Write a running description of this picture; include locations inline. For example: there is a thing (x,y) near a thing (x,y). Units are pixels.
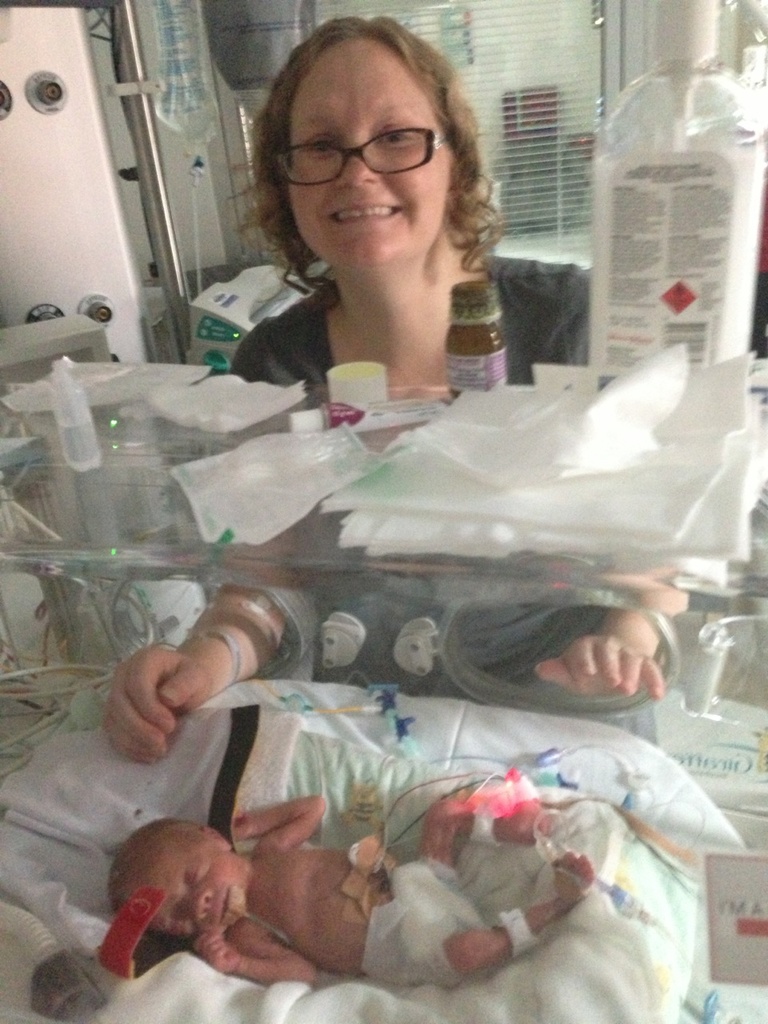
In this image there is a baby (332,857) laying on the cushion (311,1016) inside a incubator (294,591), and there are bottles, papers (724,520), napkins (453,409), iron rod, a person (206,642) standing and smiling, and some items (161,48).
